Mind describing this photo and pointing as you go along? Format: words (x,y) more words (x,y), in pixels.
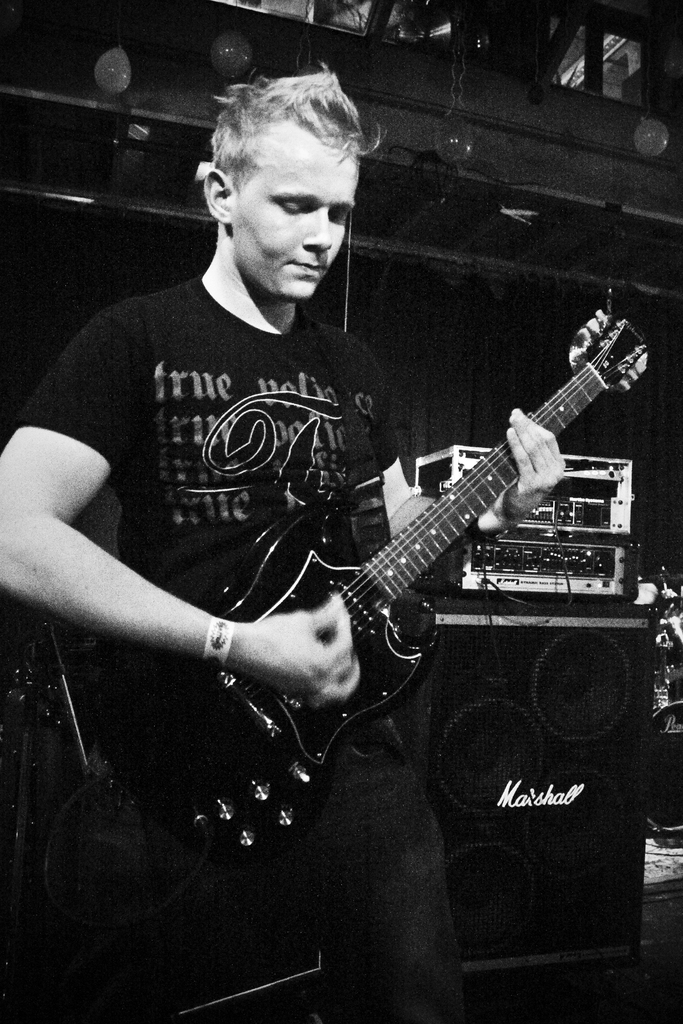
This picture shows a man (233,488) holding a guitar (483,488) in his hands (304,668) and playing it. In the background (493,649) there is speaker (521,614) and music equipment (509,557) here.
